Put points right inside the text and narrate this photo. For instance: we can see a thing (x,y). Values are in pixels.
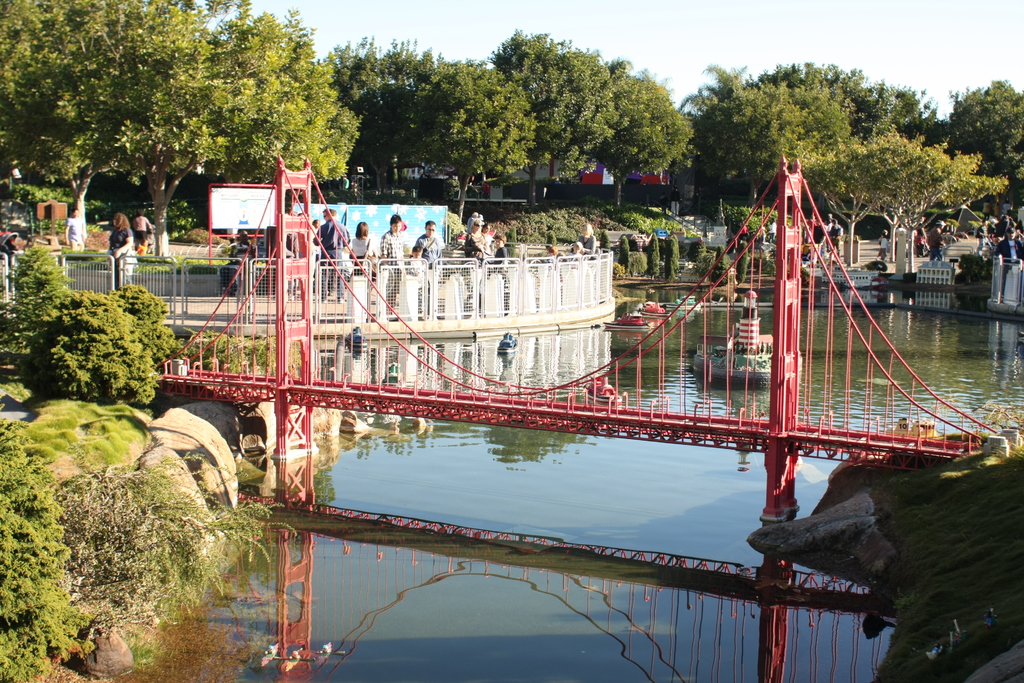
Above this water (484,528) there is a bridge (582,403) and boats (660,307). Backside of this fence (506,270) we can see people (394,249) and hoarding (256,219). In this image we can see trees (198,92) and plants (140,378). Sky (671,41) is clear.
